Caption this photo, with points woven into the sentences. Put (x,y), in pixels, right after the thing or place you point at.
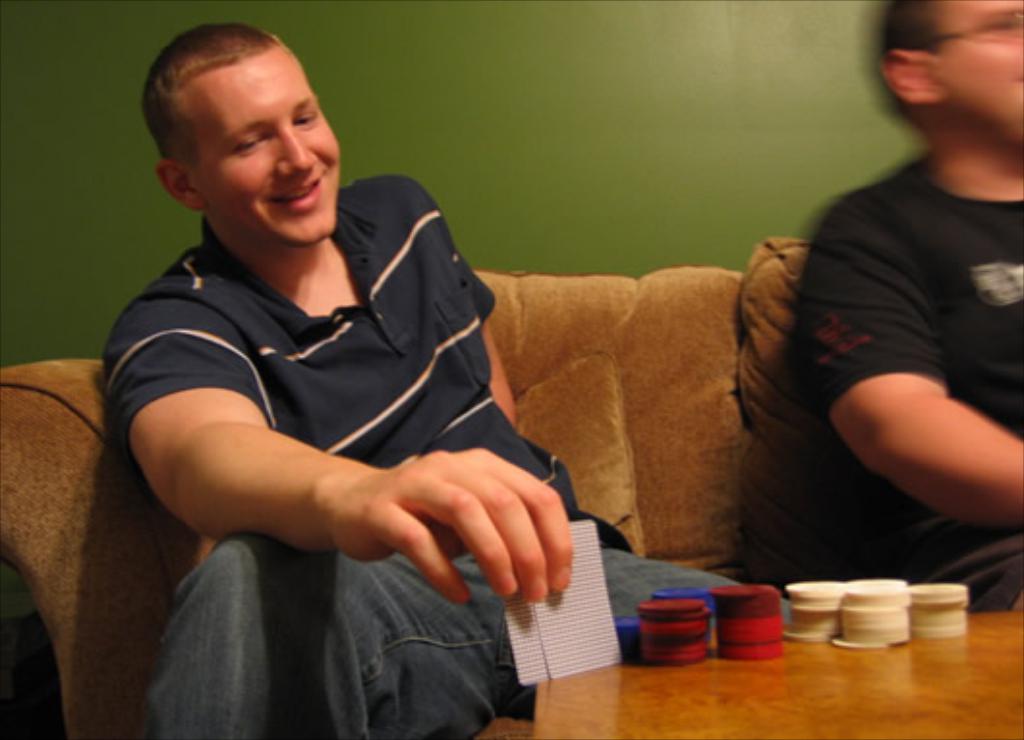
In this image we can see two persons (315,312) sitting on the sofa (551,427), in front of them there are some coins (642,604) and cards (598,608) on the table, in the background (355,44) we can see the wall (379,98).
